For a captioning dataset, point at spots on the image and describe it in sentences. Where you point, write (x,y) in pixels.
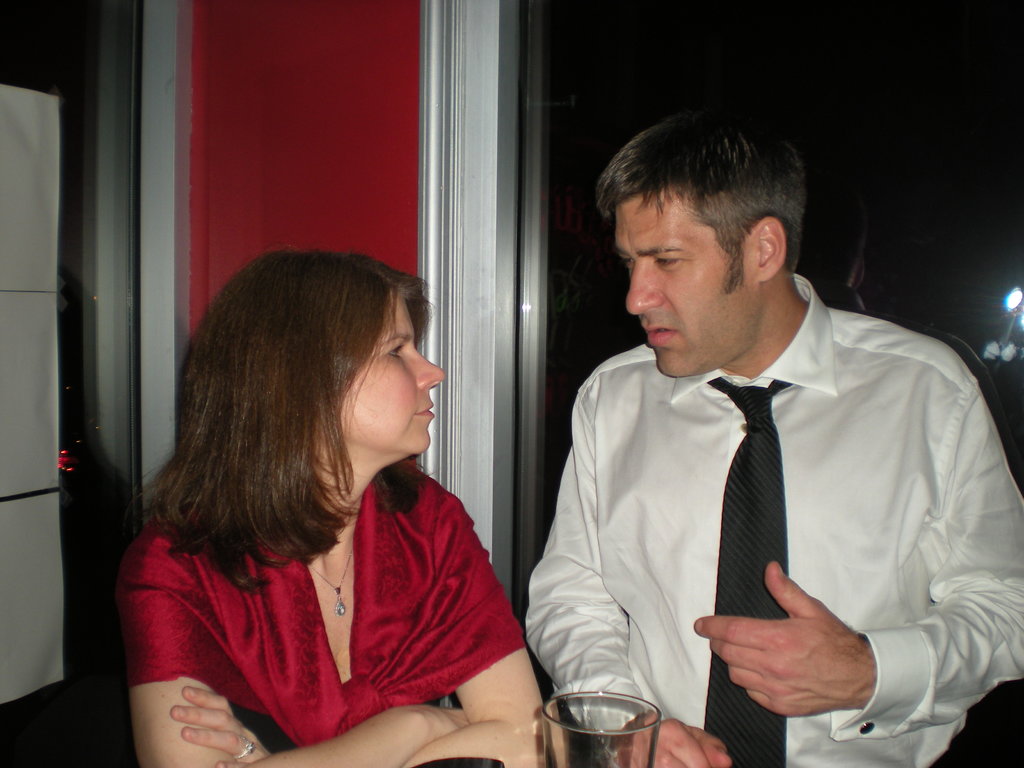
There are two persons (554,597), in front of these persons (527,696) we can see glass (595,718). We can see papers (40,518) on glass (560,712). On the background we can see person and lights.
